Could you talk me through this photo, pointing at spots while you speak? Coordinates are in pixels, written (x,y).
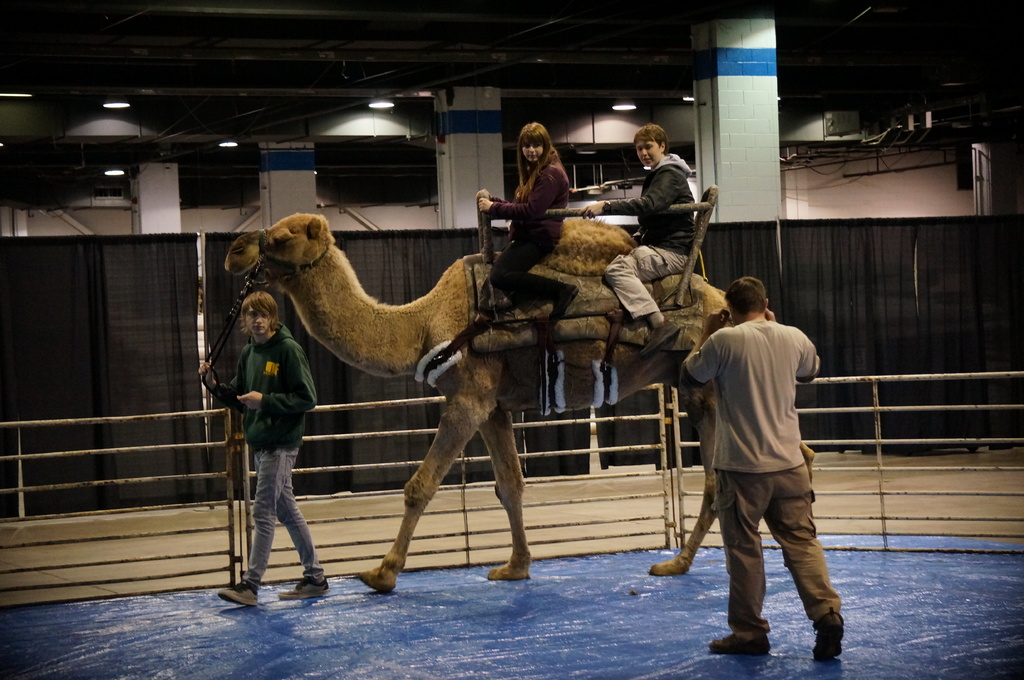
In this image we can see a man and a woman (545,255) sitting on the hump (579,246) of a camel (438,287). We can also see two persons (275,492) standing on the ground (595,570). In that a man (310,566) is holding the rope (225,399) which is tied to a camel (283,263). On the backside (404,382) we can see a metal fence (310,496), some curtains (211,424), pillars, wall (811,181), some wires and a roof (507,109) with some ceiling lights (393,103).
